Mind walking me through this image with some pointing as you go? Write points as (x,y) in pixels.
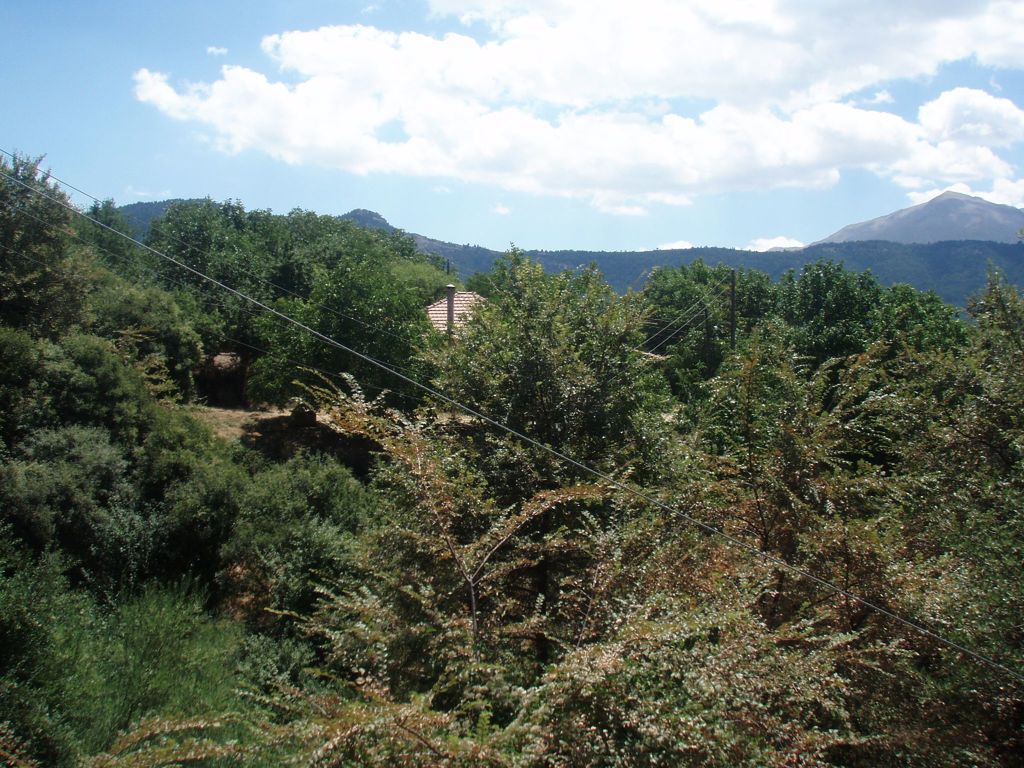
As we can see in the image there are trees (215,568) and on the top (371,83) there is sky (122,173) and clouds (271,148).
